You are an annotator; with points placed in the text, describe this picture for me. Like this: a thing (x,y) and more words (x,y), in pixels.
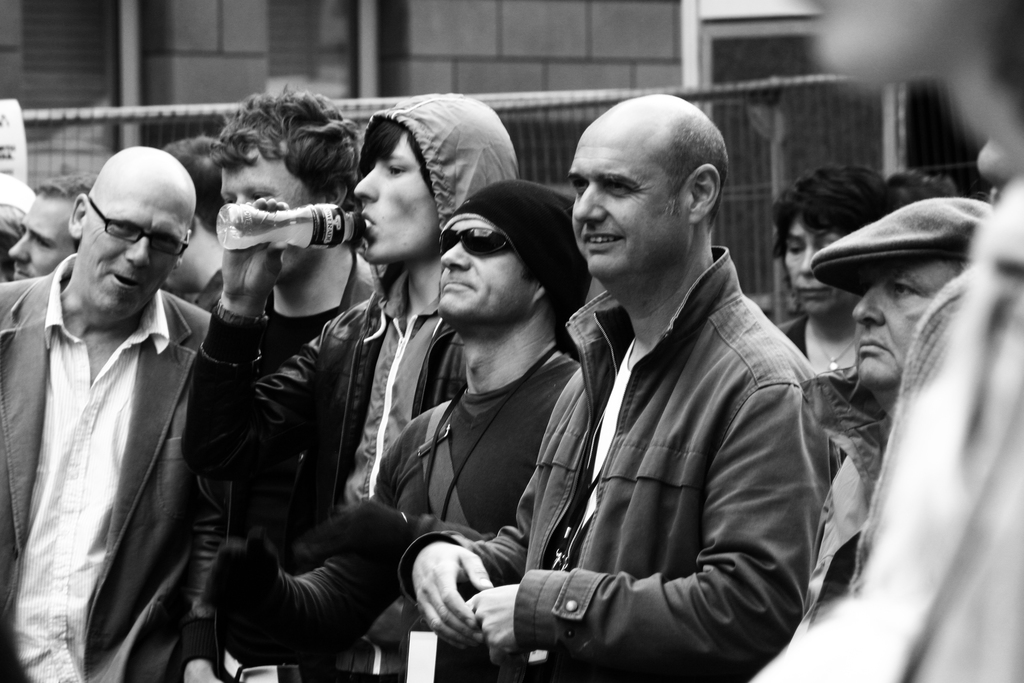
This is a black and white picture. In the background (360,61) we can see the wall (450,26), fence (759,83). In this picture we can see the group of people (912,561). We can see a man (378,411) wearing a hoodie (441,167), he is holding a bottle (305,236) and drinking.
